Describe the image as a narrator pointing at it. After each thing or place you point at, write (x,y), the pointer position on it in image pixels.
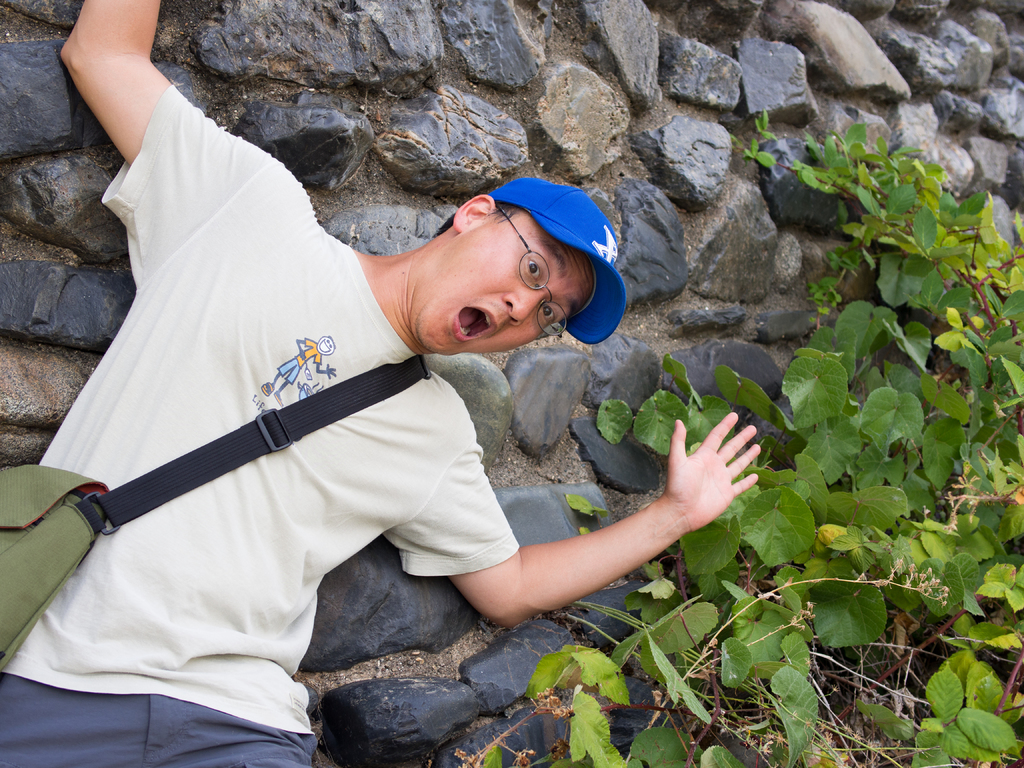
In the background (789,102) we can see the stone wall (456,91). We can see a plant (857,441). In this picture we can see a man (266,349) wearing a blue cap (607,267), spectacles (550,304), t-shirt (286,346) and a bag (153,472). He is giving a pose.
